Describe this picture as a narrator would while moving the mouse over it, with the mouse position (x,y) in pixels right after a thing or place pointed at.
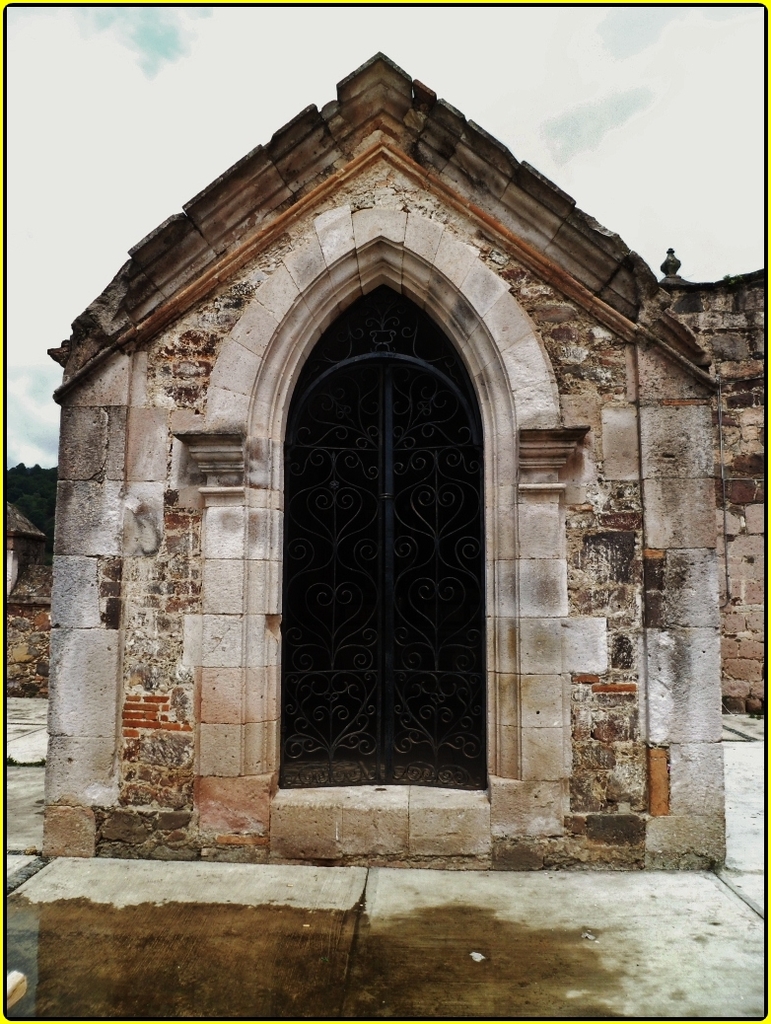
In this image we can see a small room (435,605), doors (363,722) and water (233,923) on the floor (596,929). In the background (48,387) we can see wall (731,662), trees (28,502) and clouds (48,387) in the sky (662,20).
